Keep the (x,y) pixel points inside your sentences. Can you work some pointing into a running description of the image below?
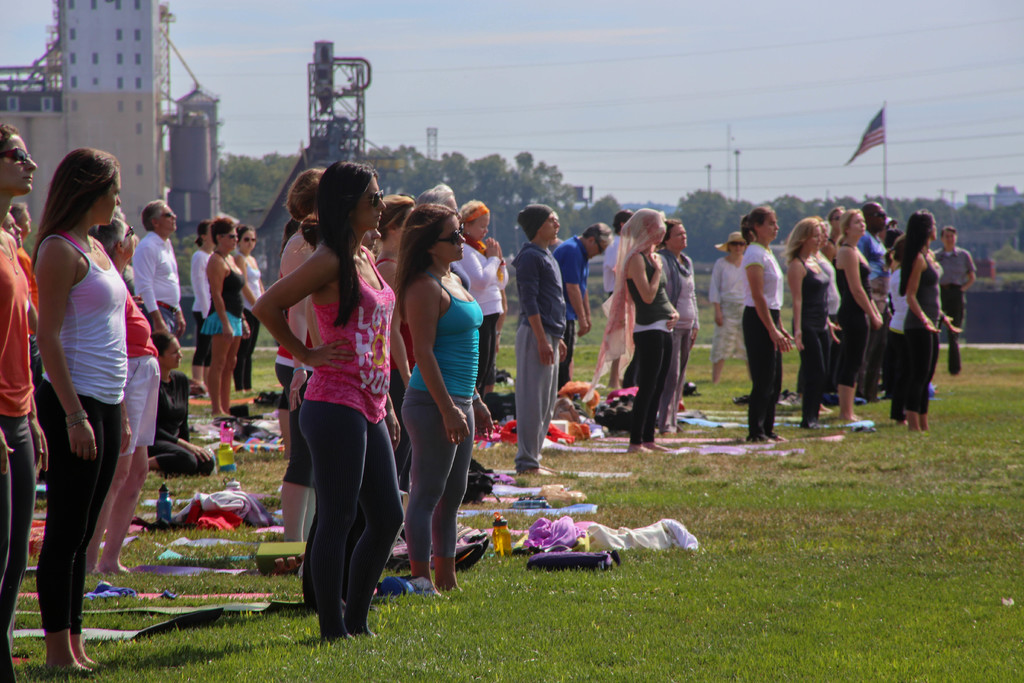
In this image there is a grass ground (373,599) in the bottom of this image (202,498) and there are some bottles (223,454) and some clothes (219,510) are kept on it. There are some persons (535,454) standing in middle of this image (518,318), and there are some trees (401,182) in the background (582,216). There is one building (130,127) on the top left side of this image (127,116) and there is one flag (880,138) on the top right side of this image (877,118) and there is a sky (517,82) on the top of this image (547,84).
